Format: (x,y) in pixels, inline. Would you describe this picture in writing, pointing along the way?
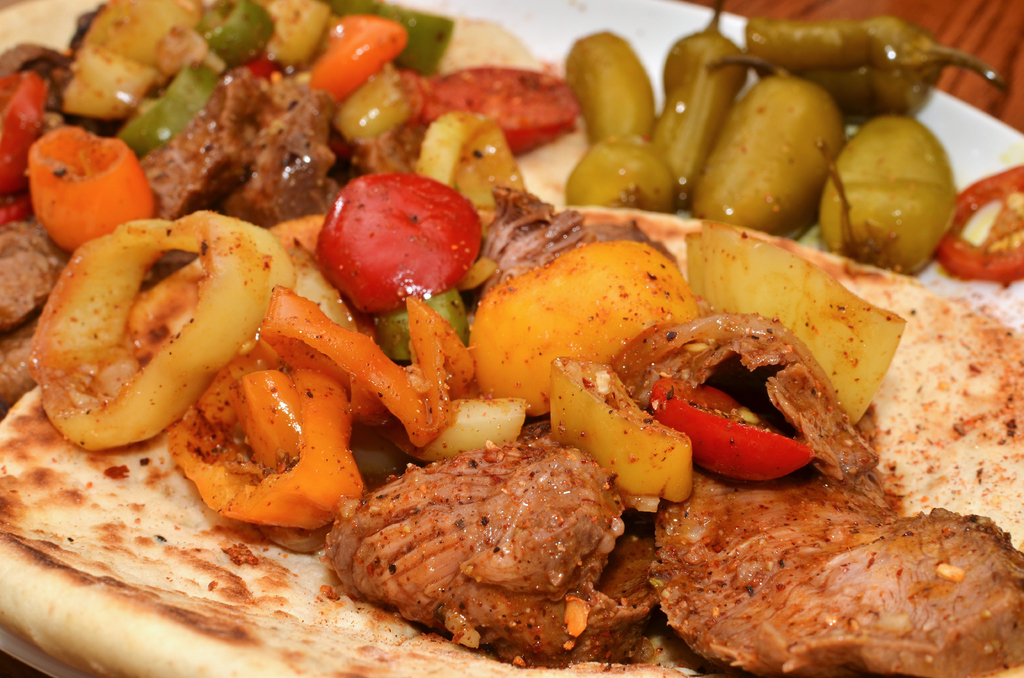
This a food item (493,419) in it there are tomatoes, chilies (711,104), meat (741,511) is present in the plate (973,160).
